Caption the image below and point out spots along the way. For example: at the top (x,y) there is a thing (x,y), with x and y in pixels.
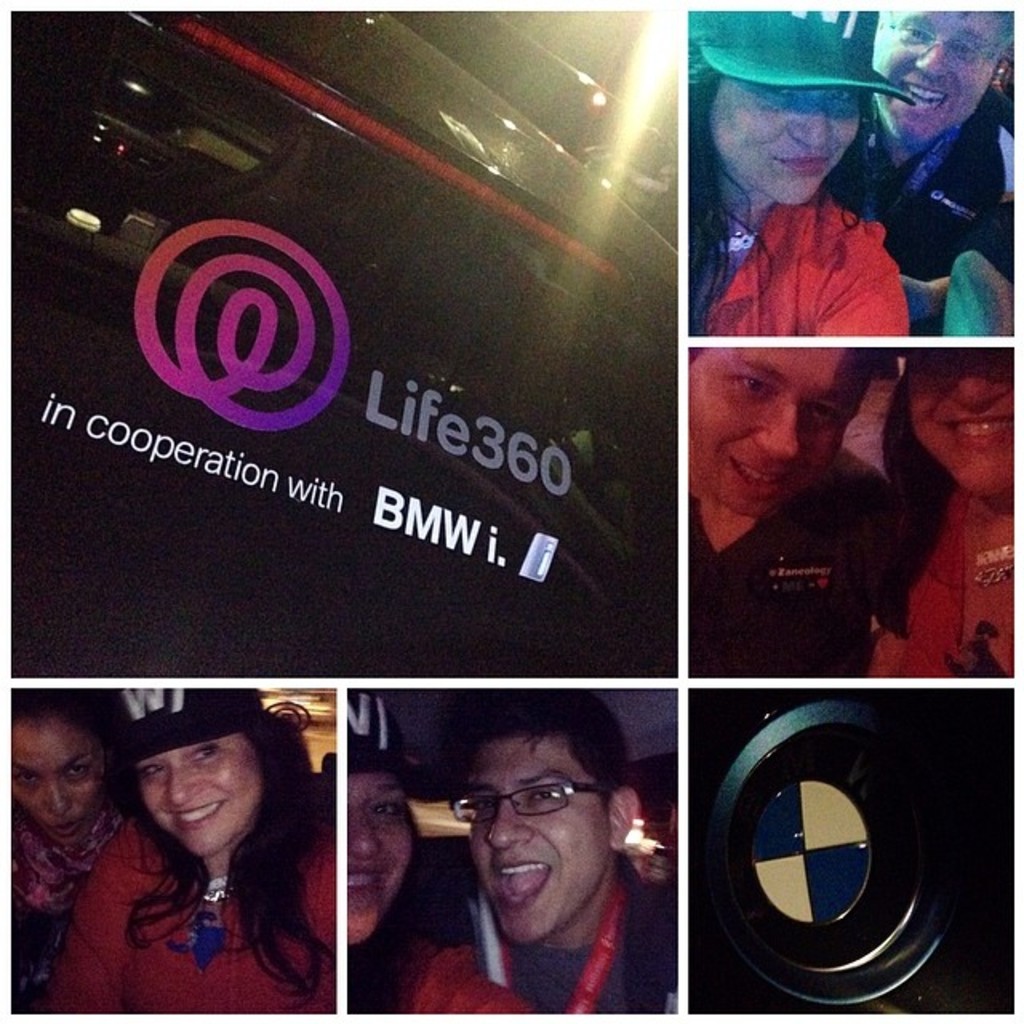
This is an edited image. Here, we see the six images (659,563) are collage. At the bottom of the picture (284,750), we see a woman (206,903) in the red jacket (165,923) is clicking the photo. Beside her, we see a photo (522,975) in which man (518,898) in black shirt (608,973) is smiling. Beside that, we see a logo (841,858) in cream and blue color. On the right side (917,428), we see two people (790,524) are posing for the photo. Above the image, we see two people (835,178) are smiling. In the left top of the picture (249,201), we see a black color thing (394,308) with some text (522,559) written on it.
